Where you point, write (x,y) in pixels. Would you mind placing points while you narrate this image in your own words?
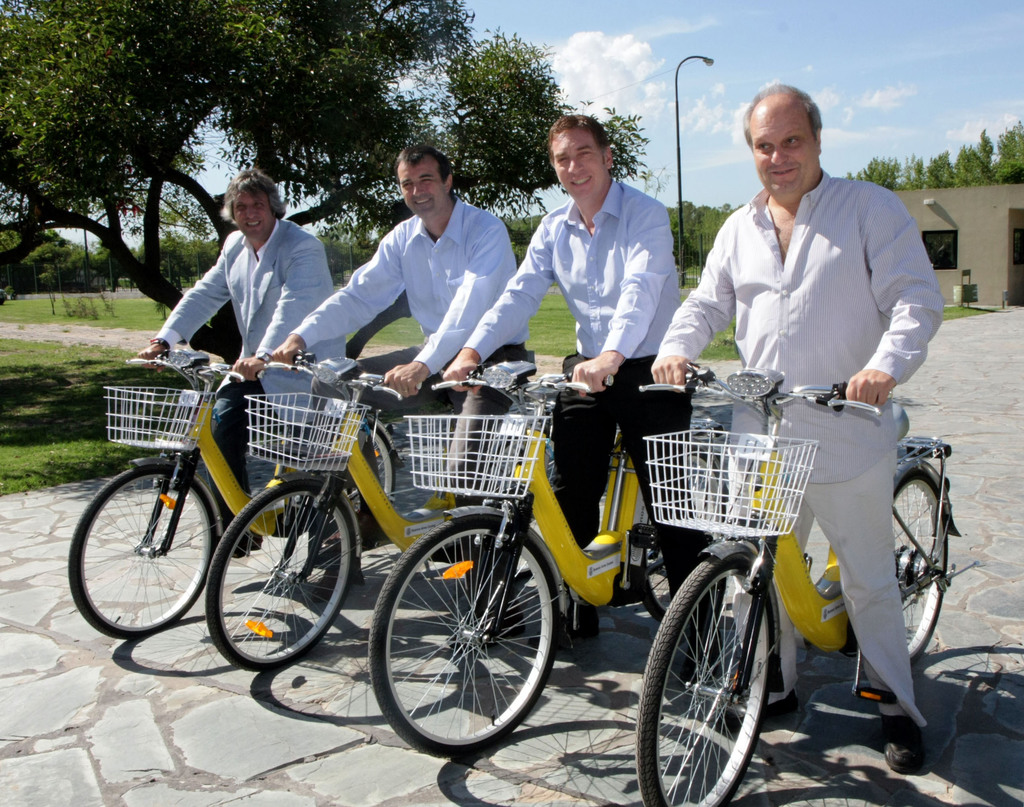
In this image there are four persons (706,283) who are sitting on a cycle (710,468) and smiling. On the background (160,46) there are trees (373,66) and sky (726,53) and in the center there is one pole (682,216).
